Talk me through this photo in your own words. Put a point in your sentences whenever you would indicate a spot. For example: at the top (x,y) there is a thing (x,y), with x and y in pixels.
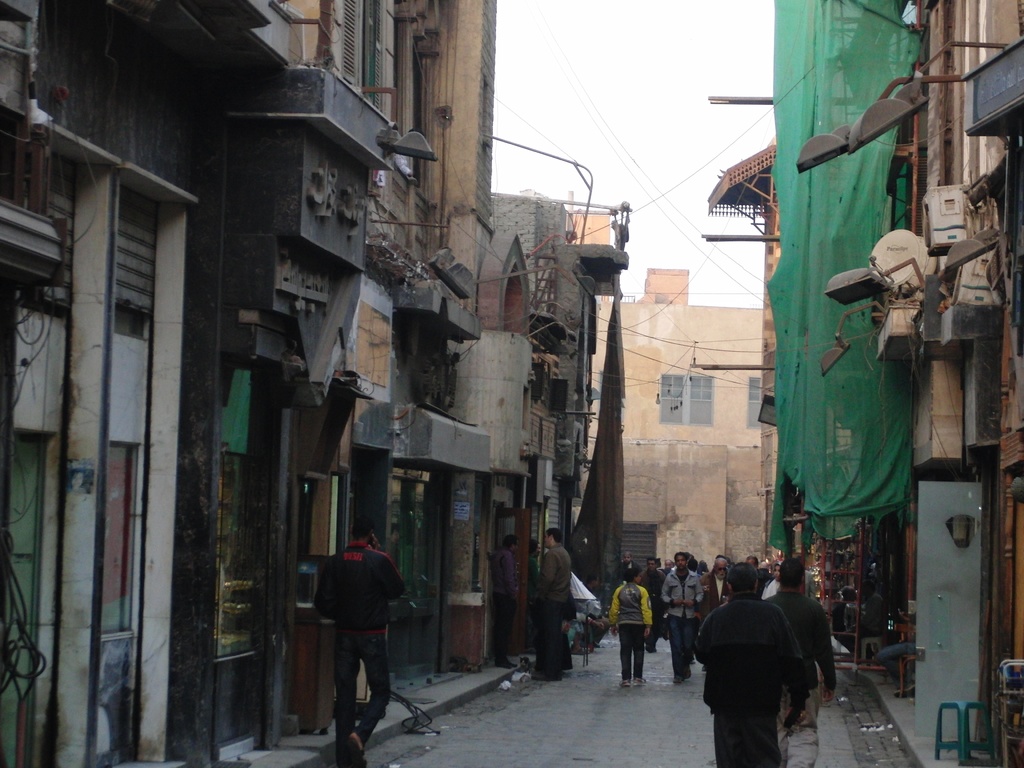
In this picture we can see so many buildings (670,418) in between the buildings (659,350) we have the Road (613,737) on the road (623,747) some people (707,641) are walking and some are standing talking to each other they are some wires (665,187) and some poles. we can see the sky (740,232).
